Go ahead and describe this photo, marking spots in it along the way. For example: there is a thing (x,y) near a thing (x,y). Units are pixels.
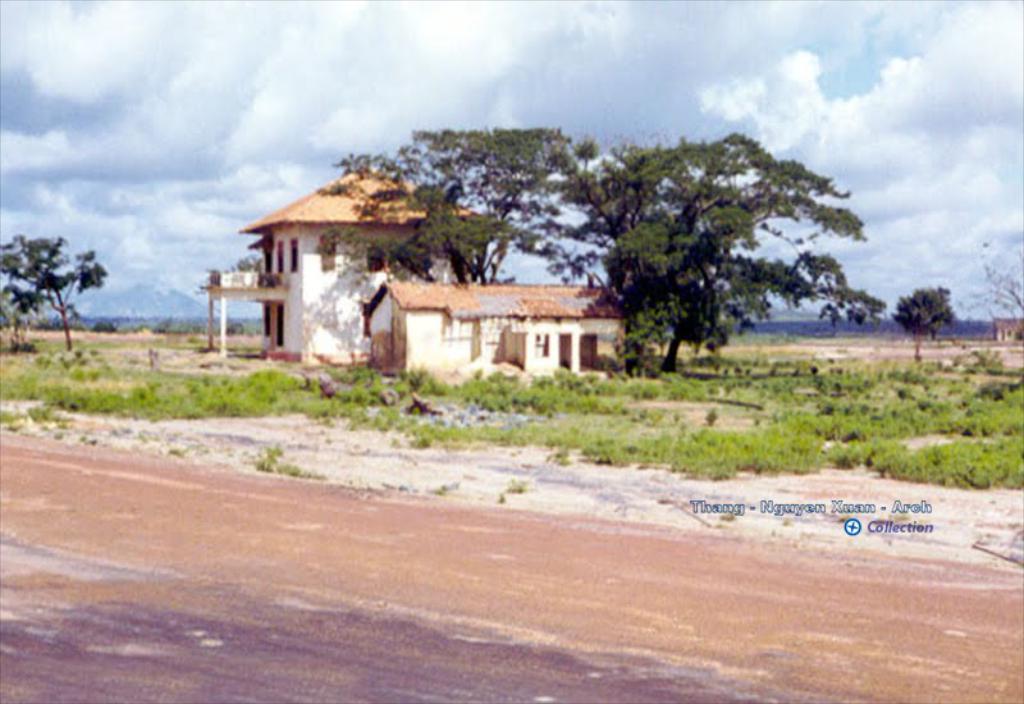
At the bottom (432,574) we can see ground (445,484). In the background (475,393) there are plants (475,393), trees (41,290), two houses (314,324), windows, mountains (937,331) and clouds (398,108) in the sky (383,9). On the right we can see a house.
